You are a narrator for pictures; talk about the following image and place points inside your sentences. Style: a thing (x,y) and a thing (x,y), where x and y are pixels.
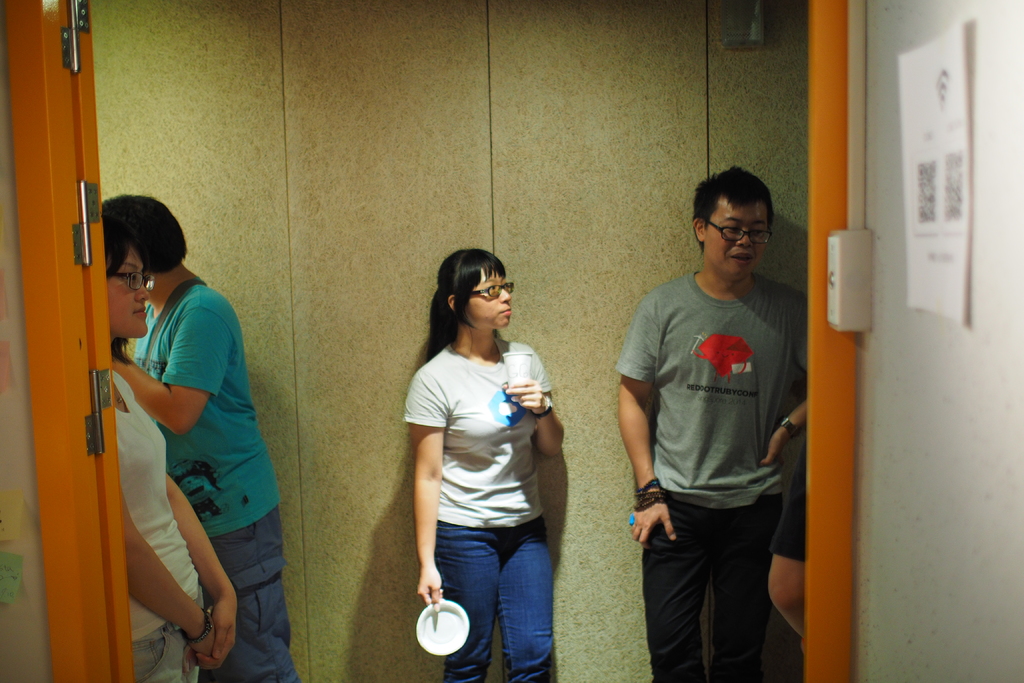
In the center of the image (490,372) we can see woman (484,572) standing and holding a plate (436,631). On the right side of the image (728,491) we can see person (729,312) wearing spectacles (736,228) and poster (950,150) on the wall (987,151). On the left side of the image (193,476) we can see persons (153,225). In the background (330,99) there is wall (404,96).
